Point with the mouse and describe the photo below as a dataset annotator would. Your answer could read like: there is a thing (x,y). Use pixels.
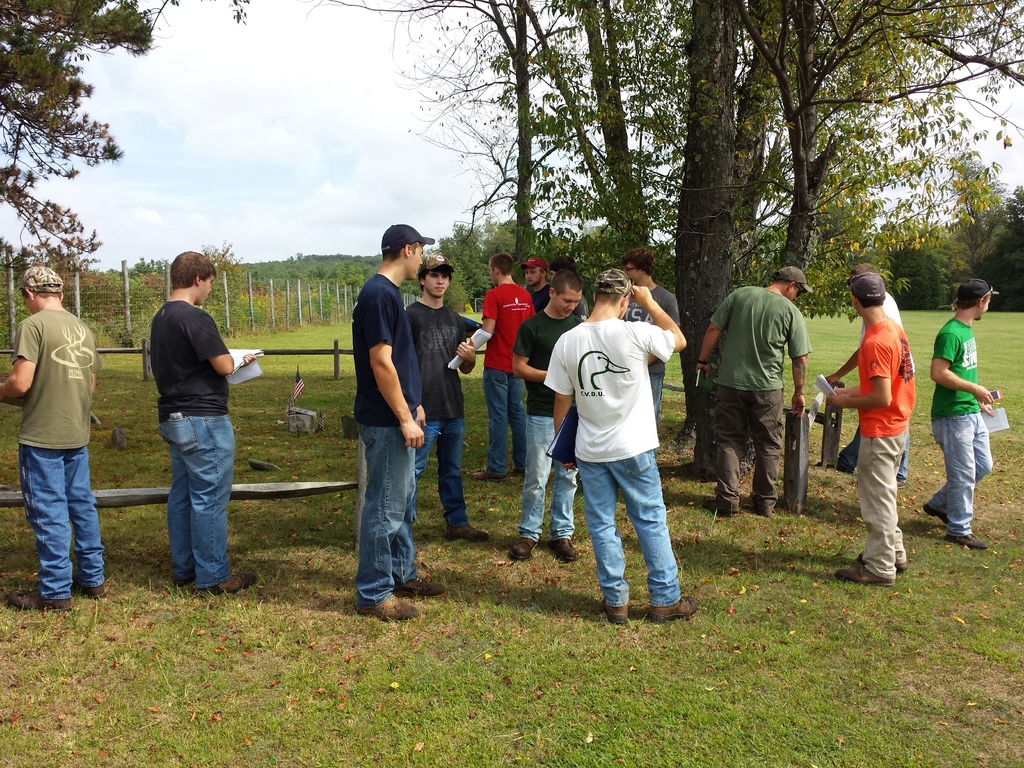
This is a garden (524,688). At the bottom of the image (316,692) I can see the grass (469,699) on the ground (130,661). Here many people (416,372) are wearing T-shirts (863,377), jeans (650,517), holding some papers (237,363) in the hands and standing. In the background (805,169), I can see the trees (312,289) and fencing (113,296). At the top of the image (230,137) I can see the sky (278,182).
